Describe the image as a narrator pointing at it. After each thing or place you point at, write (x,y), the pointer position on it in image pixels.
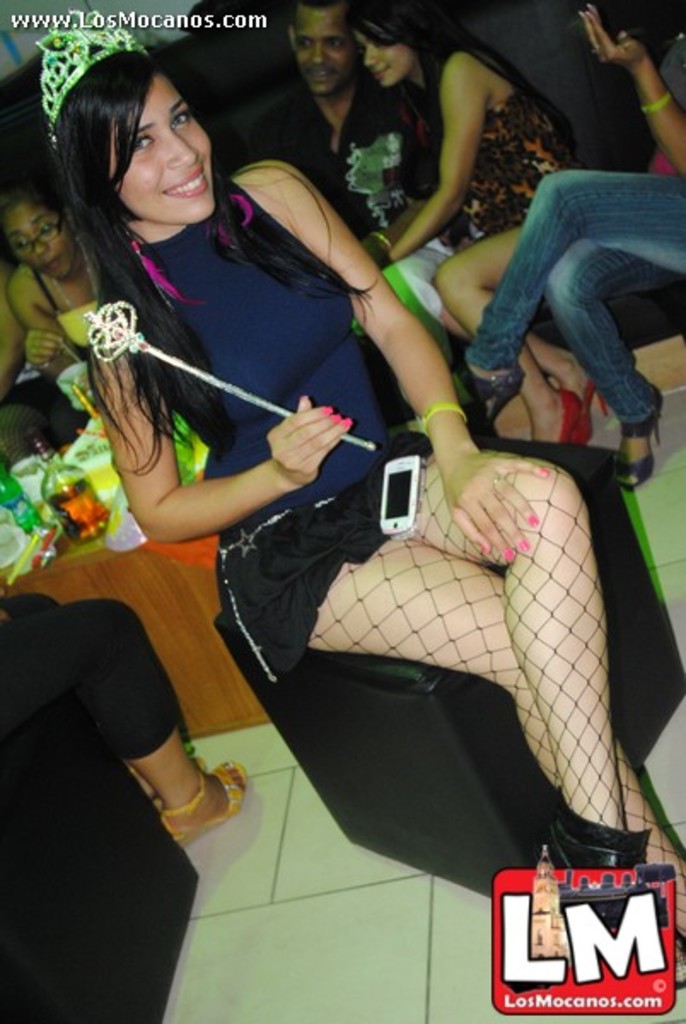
The woman (240,226) in front of the picture is holding a stick (358,440) in her hand (332,431) and she is sitting on the stool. She is smiling and she is posing for the photo. She is wearing the crown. Behind her, we see people (375,202) are sitting on the sofa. In front of them, we see a table (148,577) on which water bottle (4,479), glass bottle (66,475), cups (16,539) are placed. This picture might be clicked in the room (555,7).
